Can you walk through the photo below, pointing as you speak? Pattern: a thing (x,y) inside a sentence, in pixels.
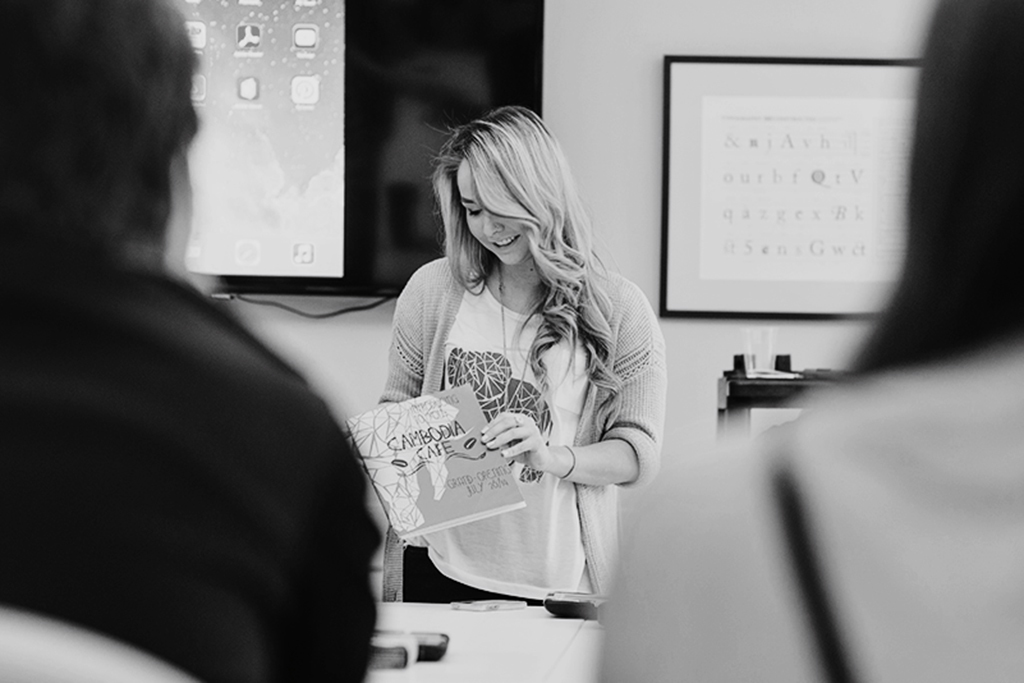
In the picture I can see a woman (550,347) standing and holding a book (456,452) in her hands (506,422) and there are two persons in front of her and there is a screen (325,113) and a frame (713,144) in the background (800,169).
